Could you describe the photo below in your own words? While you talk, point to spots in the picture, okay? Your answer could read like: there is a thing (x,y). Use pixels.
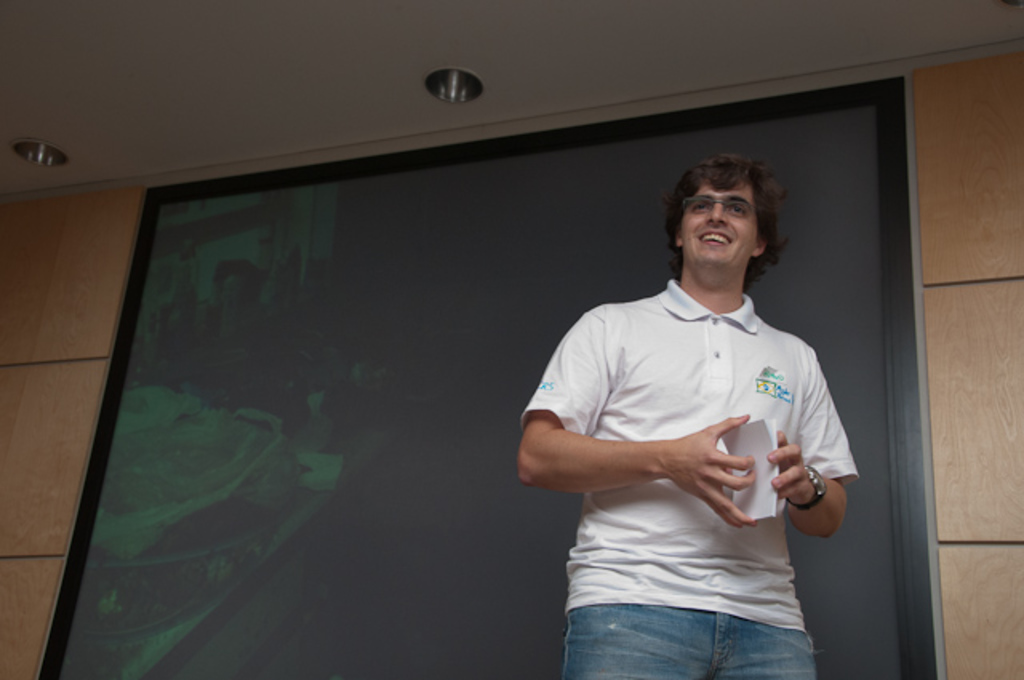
In this image we can see a person (689,478) wearing white color T-shirt (720,388), blue color jeans (765,659) holding some papers (758,432) in his hands (681,460) and in the background of the image (349,266) there is some painting (287,307), wooden surface (58,310), top of the image (388,97) there is roof (422,70).
